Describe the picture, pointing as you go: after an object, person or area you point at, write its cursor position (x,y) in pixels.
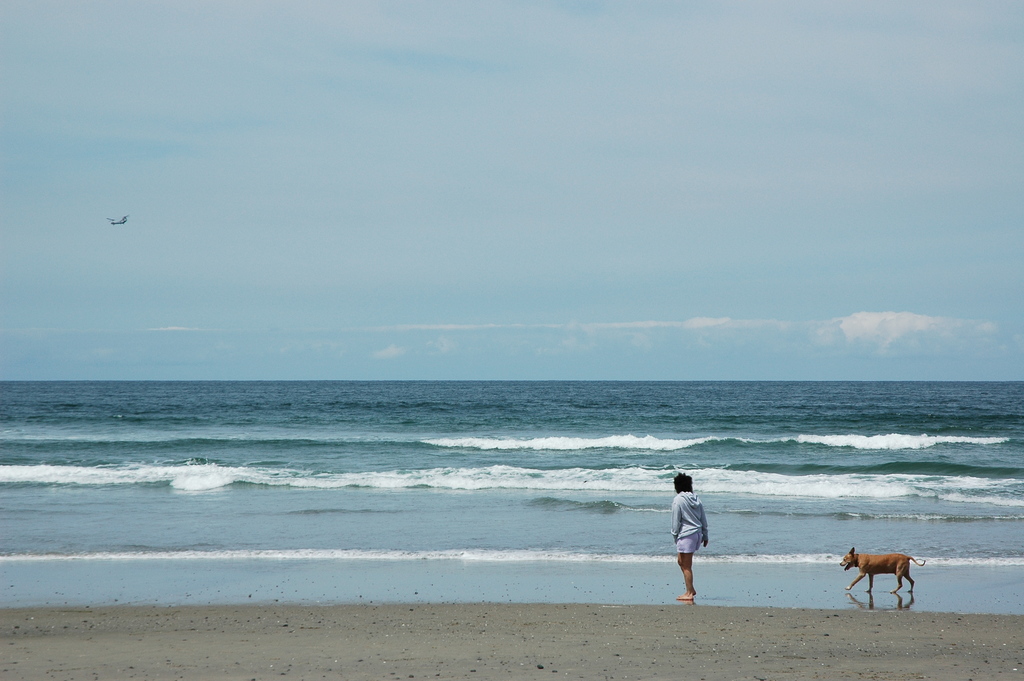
In this image there is a person (693,589) standing on the beach (711,617), beside the person (702,533) there is a dog (852,564). In the background (506,431) there is an ocean (433,410) and the sky (400,165).
